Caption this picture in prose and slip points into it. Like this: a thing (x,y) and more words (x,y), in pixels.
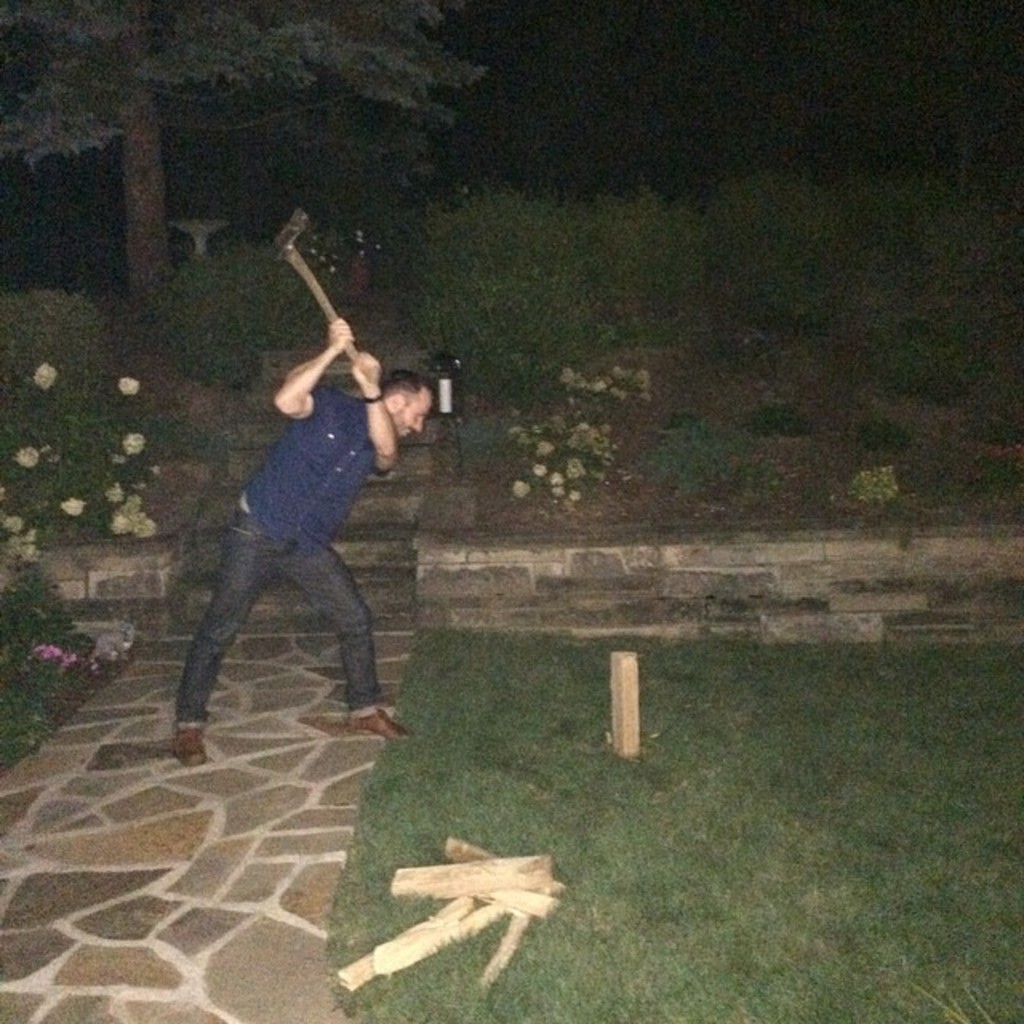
In this image I can see the person (320,459) and the person (342,402) is holding some object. The person (283,455) is wearing blue and black color dress (246,575), background (1,465) I can see few flowers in cream and pink color and I can also see few wooden logs (432,884) and few trees (416,251) in green color.
